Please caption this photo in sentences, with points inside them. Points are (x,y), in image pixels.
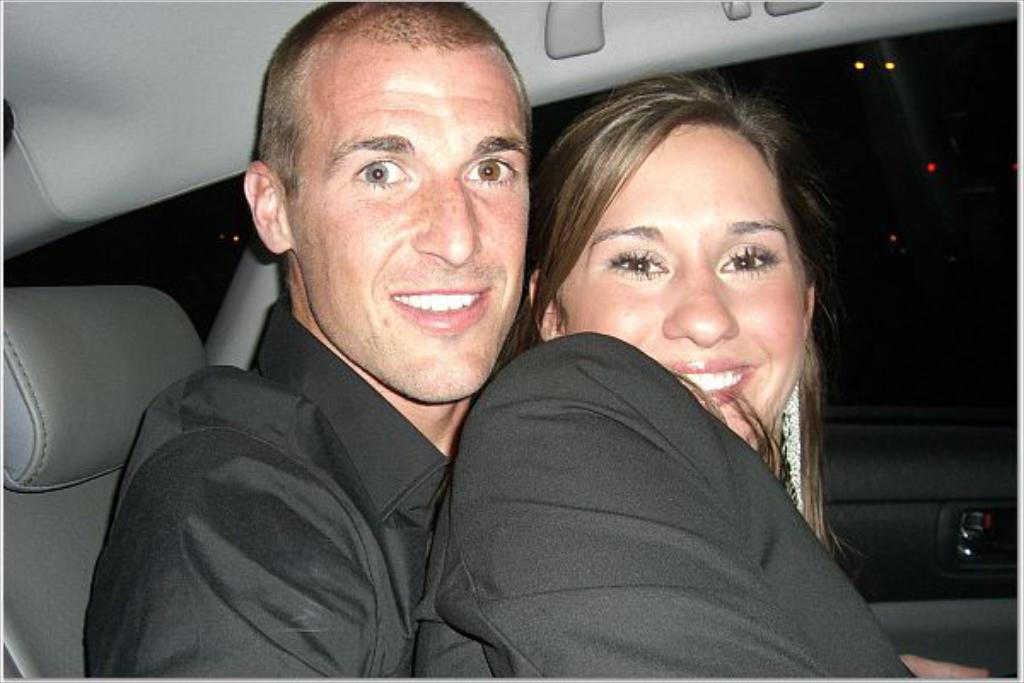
In this picture I can see inside view of car (19,585) and I can see two persons (656,459) wearing black color dress (528,487) and they both are smiling and I can see lights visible on the right side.
